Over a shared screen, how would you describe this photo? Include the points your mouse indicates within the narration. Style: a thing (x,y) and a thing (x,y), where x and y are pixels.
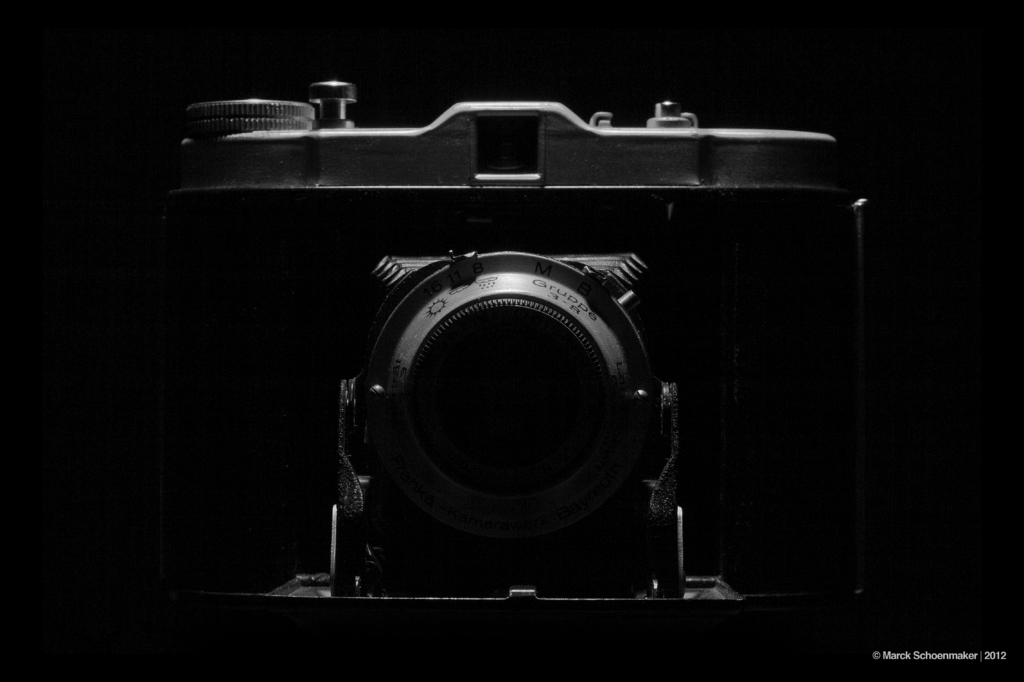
We can see camera (405,261). In the background (408,123) it is dark. In the bottom right of the image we can see watermark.
